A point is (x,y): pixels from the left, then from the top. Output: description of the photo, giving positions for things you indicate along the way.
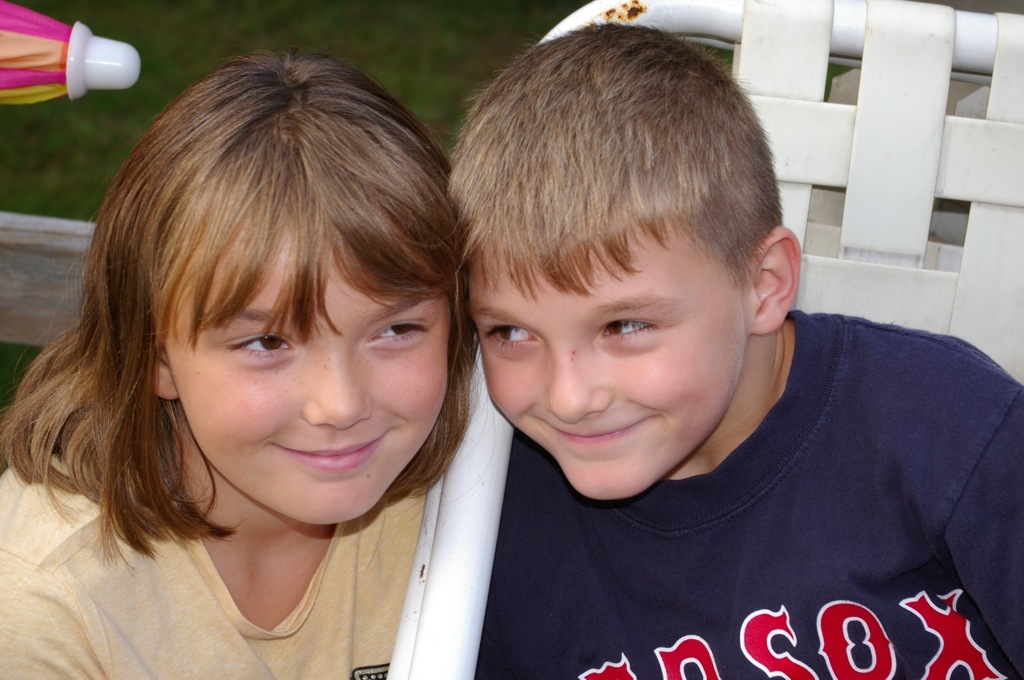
In the picture we can see a boy (586,661) and a girl (270,619), the boy (573,664) is sitting on the chair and the girl (410,223) is sitting beside him and behind her we can see a part of the grass surface (103,121) and a part of the umbrella tip cap (81,90).
